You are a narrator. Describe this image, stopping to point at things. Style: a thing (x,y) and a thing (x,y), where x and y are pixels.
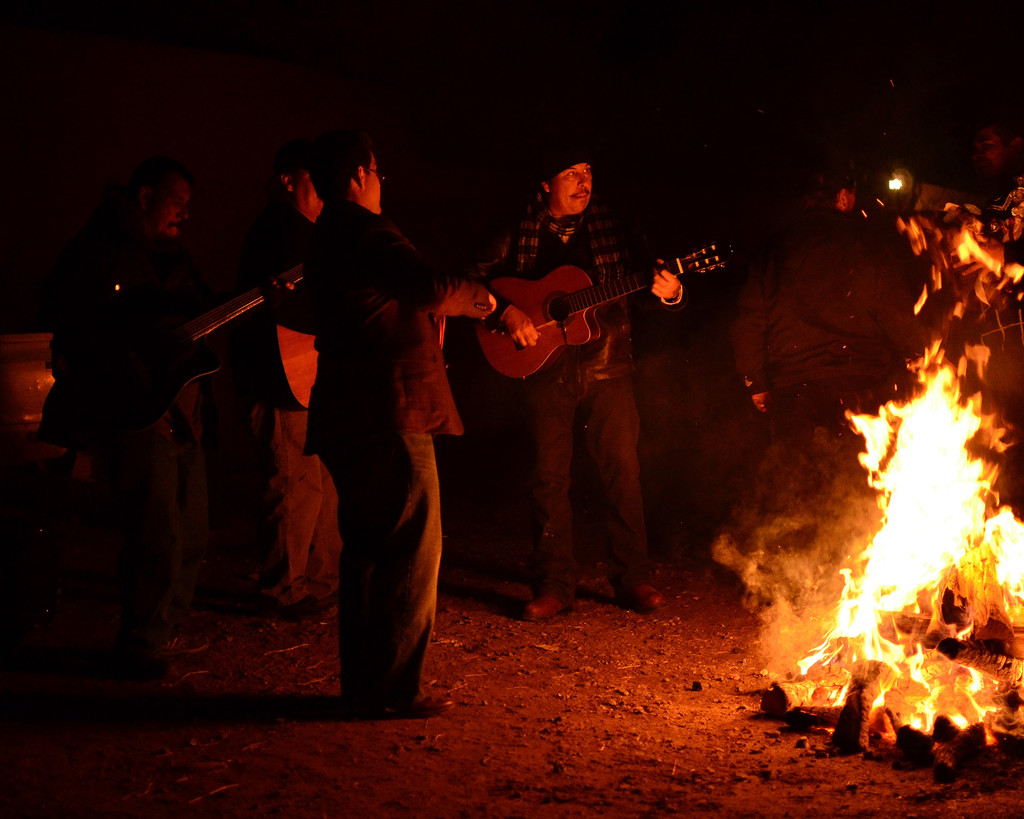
In this picture there are people (285,200) playing guitars (574,329) around a campfire (883,567), in the background (996,178) there are also some people (841,269) standing.
